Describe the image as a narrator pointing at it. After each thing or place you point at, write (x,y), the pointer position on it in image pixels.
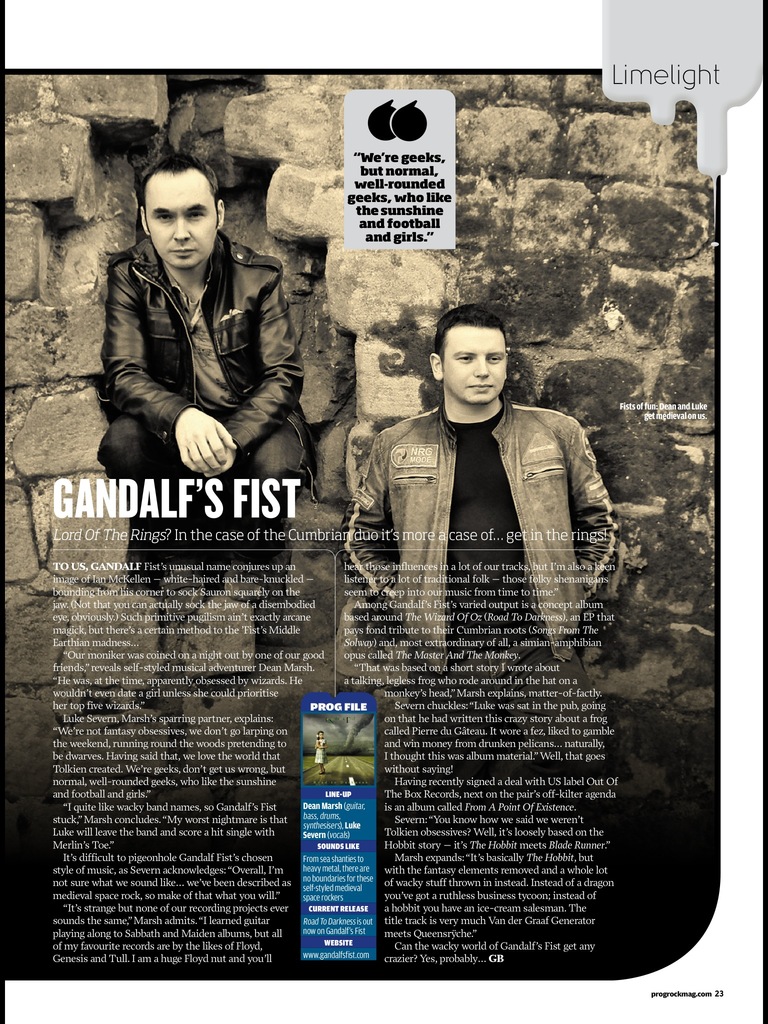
In this image there is a poster (234,575), there are two men (231,406), there is text (371,677), at the background of the image (502,241) there is a wall (99,281).
